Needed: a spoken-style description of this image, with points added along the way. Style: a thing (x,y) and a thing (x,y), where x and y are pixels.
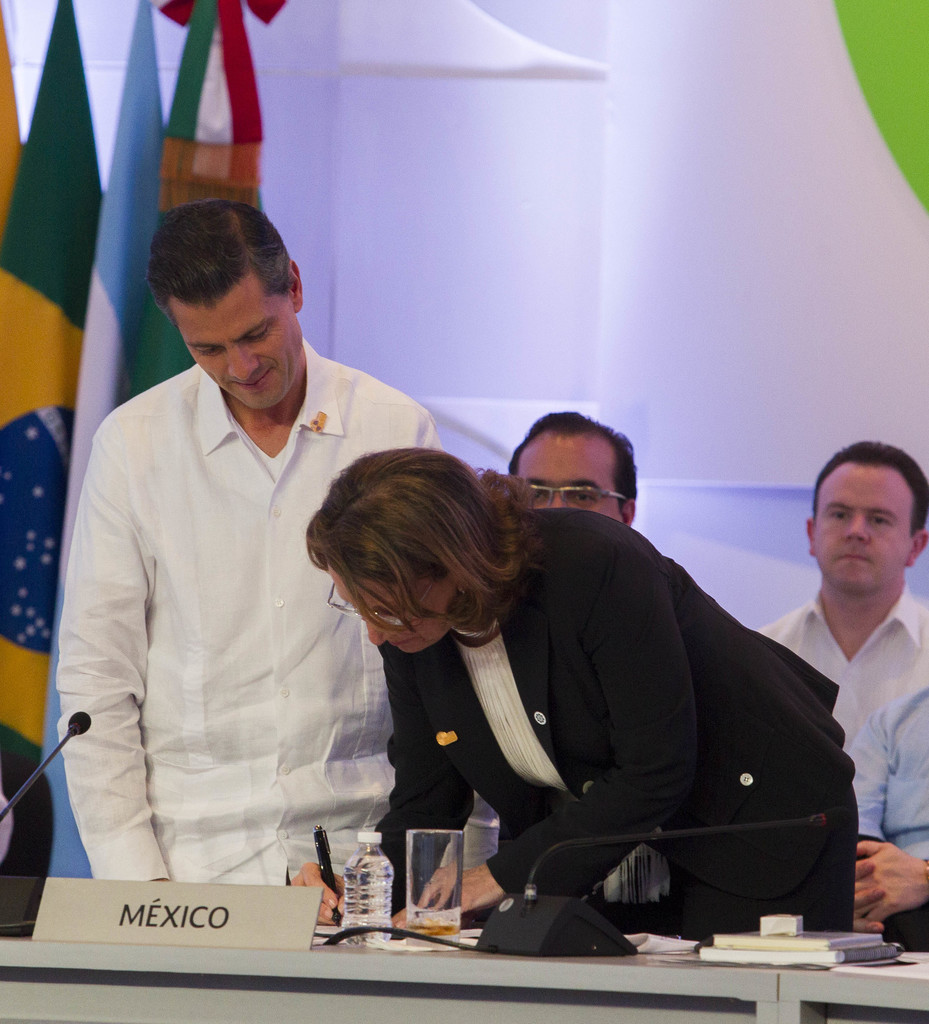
In this picture there are people (574,825) in the center of the image (552,528) and there is a table (381,959) in front of them at the bottom side of the image (519,911), on which there are books (828,956) and microphones (15,928), there are flags (76,141) on the left side of the image (122,169) and there is a woman (379,639) in the center of the image (554,618), she is writing by placing her hands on the table (387,1018).
